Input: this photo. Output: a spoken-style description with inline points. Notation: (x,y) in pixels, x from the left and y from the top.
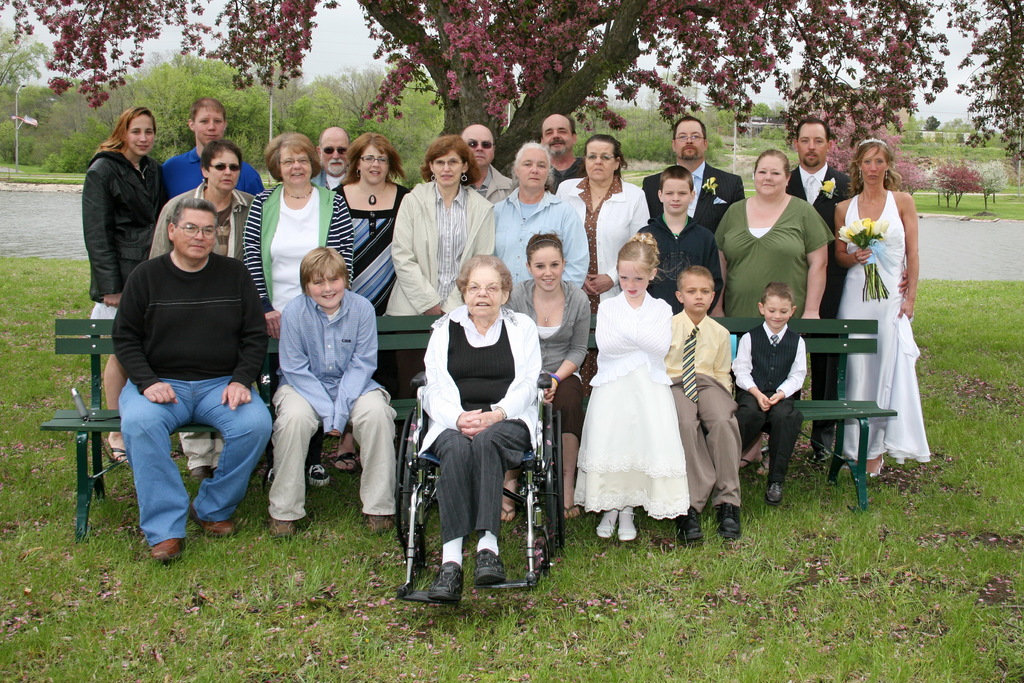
In this image there is a person (493,291) sitting on the wheel chair (534,461), group of persons (383,517) sitting on the benches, group of people (401,260) standing, and in the background (973,386) there is grass (973,386), plants (840,156), poles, trees (285,17), sky (959,59).
